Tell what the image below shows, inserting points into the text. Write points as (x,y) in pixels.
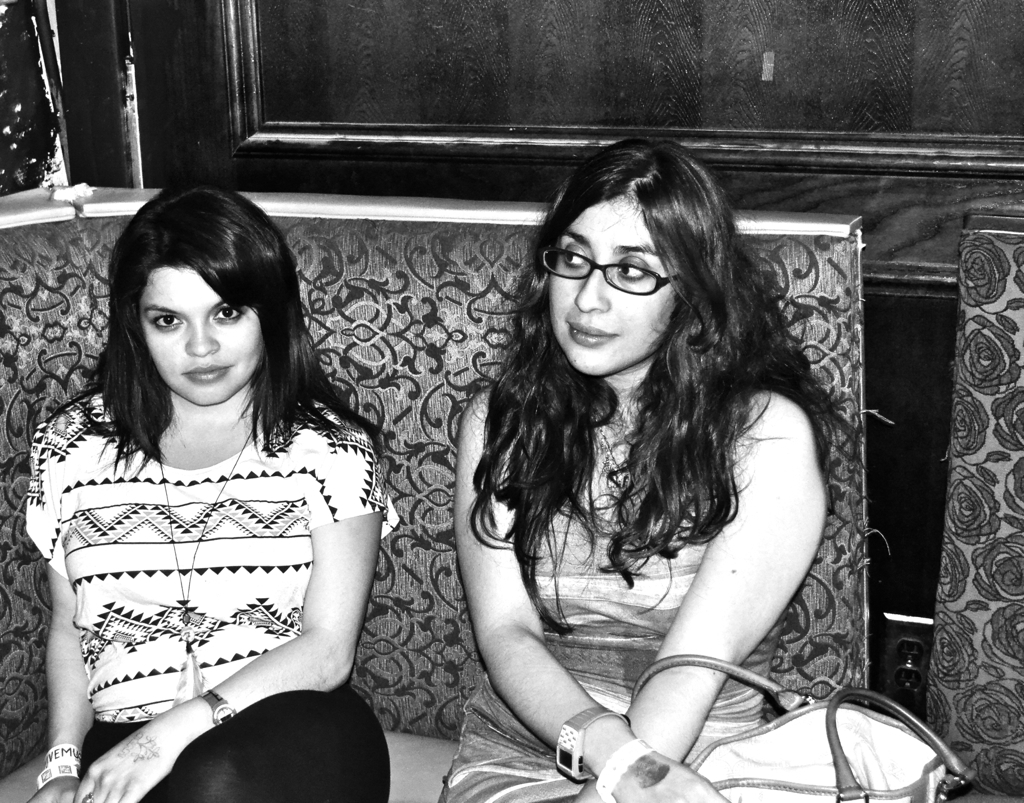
In this picture we can see two women (161,592) sitting on a sofa (400,640) and in the background (954,661) we can see some objects (11,43).
